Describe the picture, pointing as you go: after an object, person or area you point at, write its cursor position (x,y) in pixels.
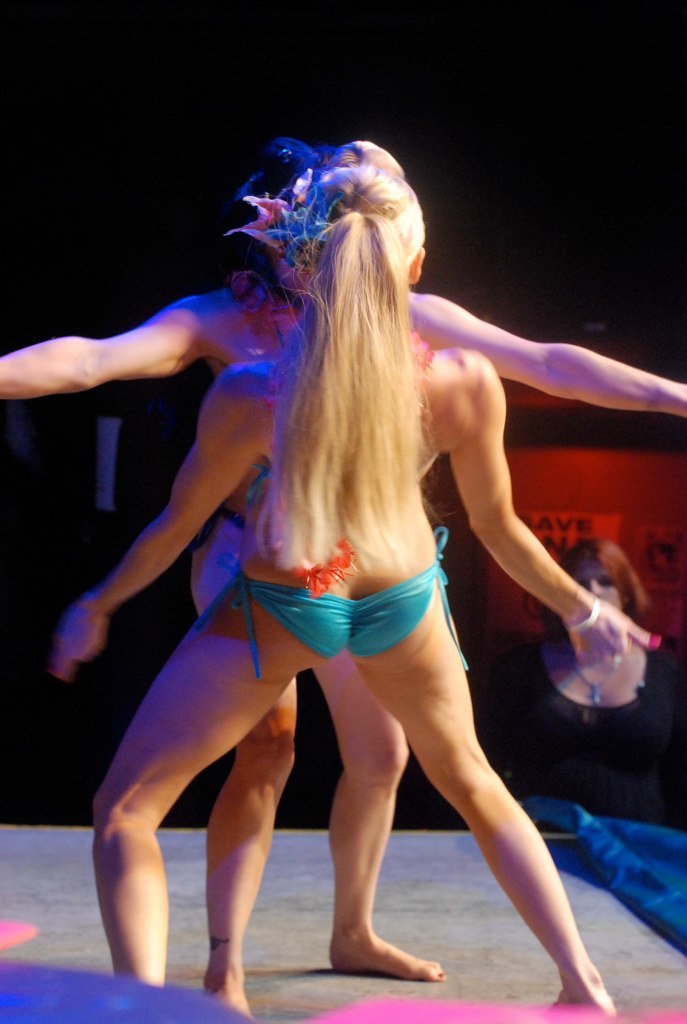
In this image we can see two women (332,513) dancing on the floor (449,910). In the background (612,565) there is a person (573,566) watching and this image is taken during night time.
